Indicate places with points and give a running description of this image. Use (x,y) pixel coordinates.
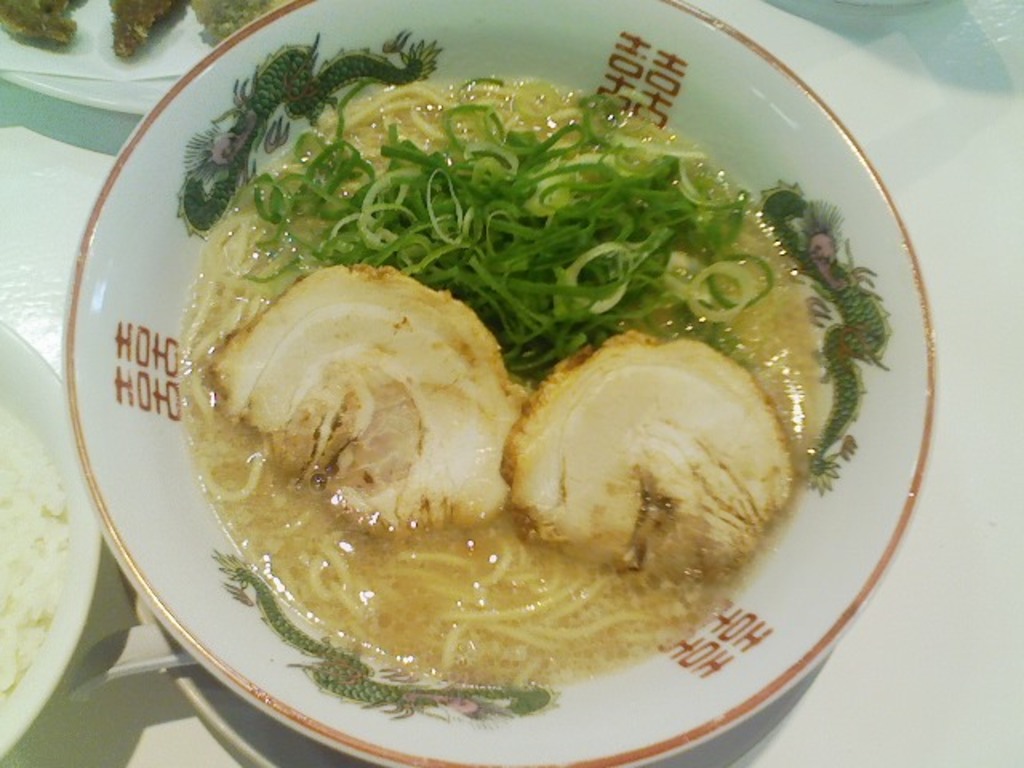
There is a food item (464,444) kept in a plate (153,481) as we can see in the middle of this image (580,360) and this plate (124,368) is kept on the surface (949,253). We can see another plate (50,413) on the left side of this image (23,422).
